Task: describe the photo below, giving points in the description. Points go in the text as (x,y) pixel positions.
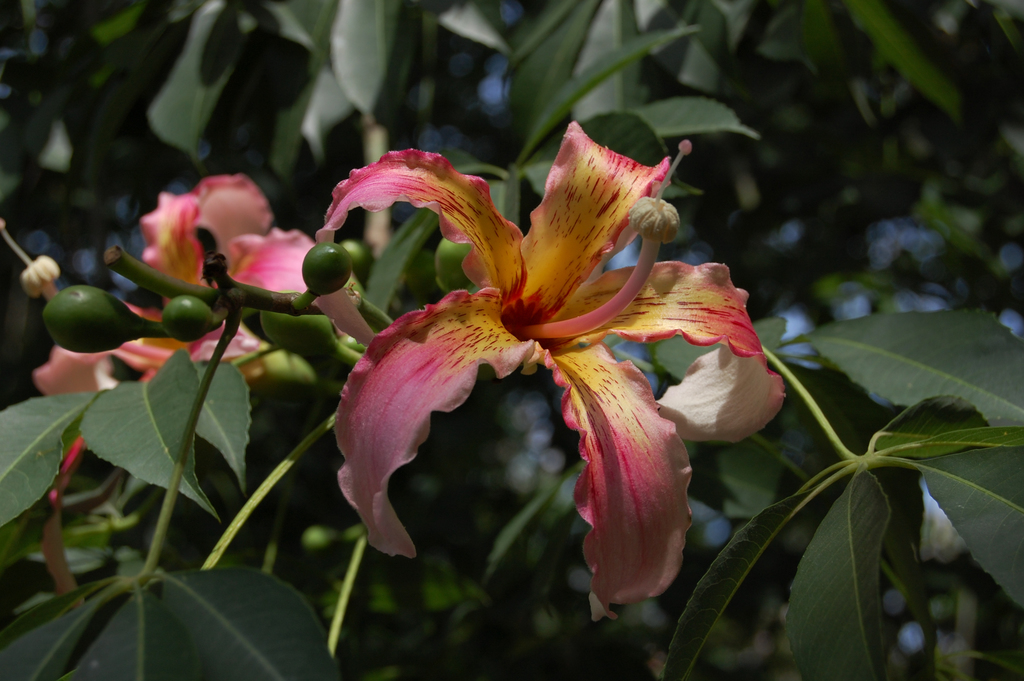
In this image we can see some flowers (684,405) which are in pink and yellow color and in the background of the image (338,15) there are some leaves (296,25) which are in green color.
